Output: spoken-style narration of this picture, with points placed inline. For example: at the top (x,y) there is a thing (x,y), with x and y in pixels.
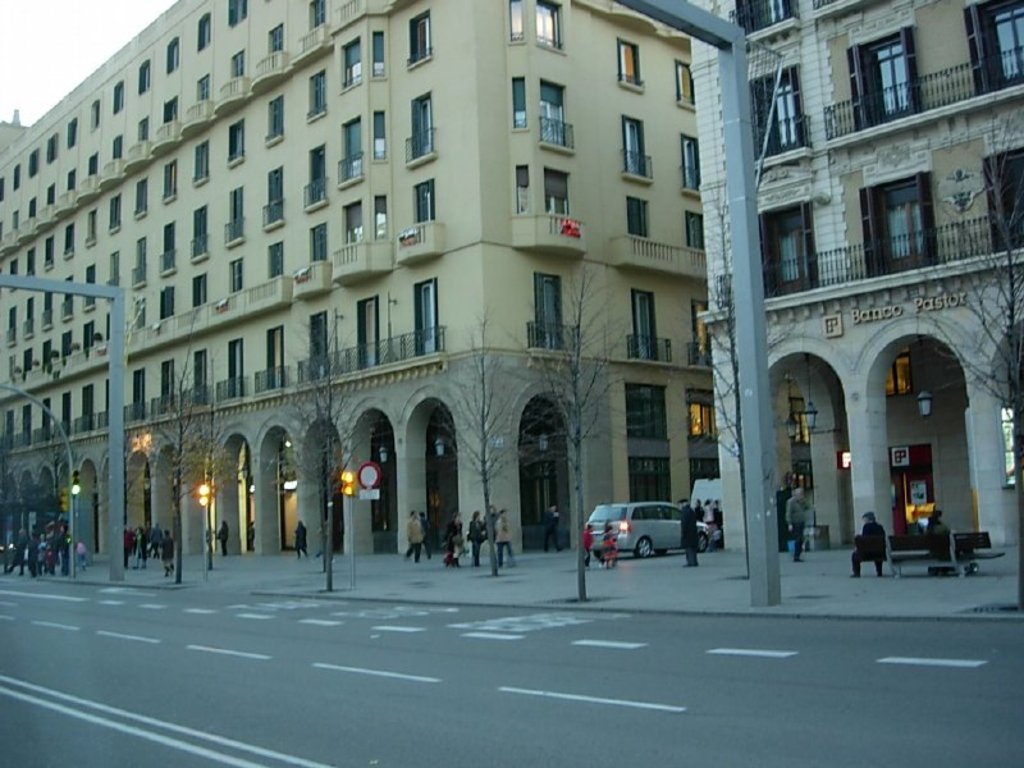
In this image I can see the building (532,314), in front of the building (403,444) I can see trees (37,484) and a road (417,636) and a person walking in front of the building (572,518) and a vehicle (697,490) parking between the building (684,477).
